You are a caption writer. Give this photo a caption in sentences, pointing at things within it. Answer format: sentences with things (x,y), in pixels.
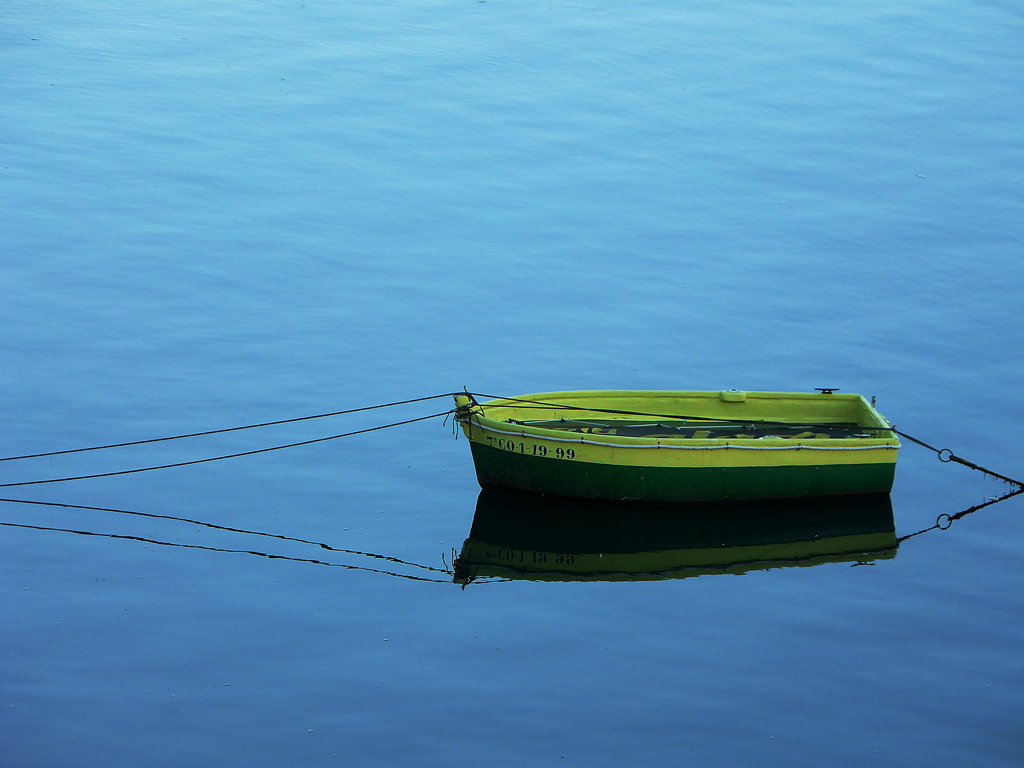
This image consists of a boat (581,480) in green color. At the bottom (503,611), there is water (748,536). The boat (611,432) is tied with a rope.
